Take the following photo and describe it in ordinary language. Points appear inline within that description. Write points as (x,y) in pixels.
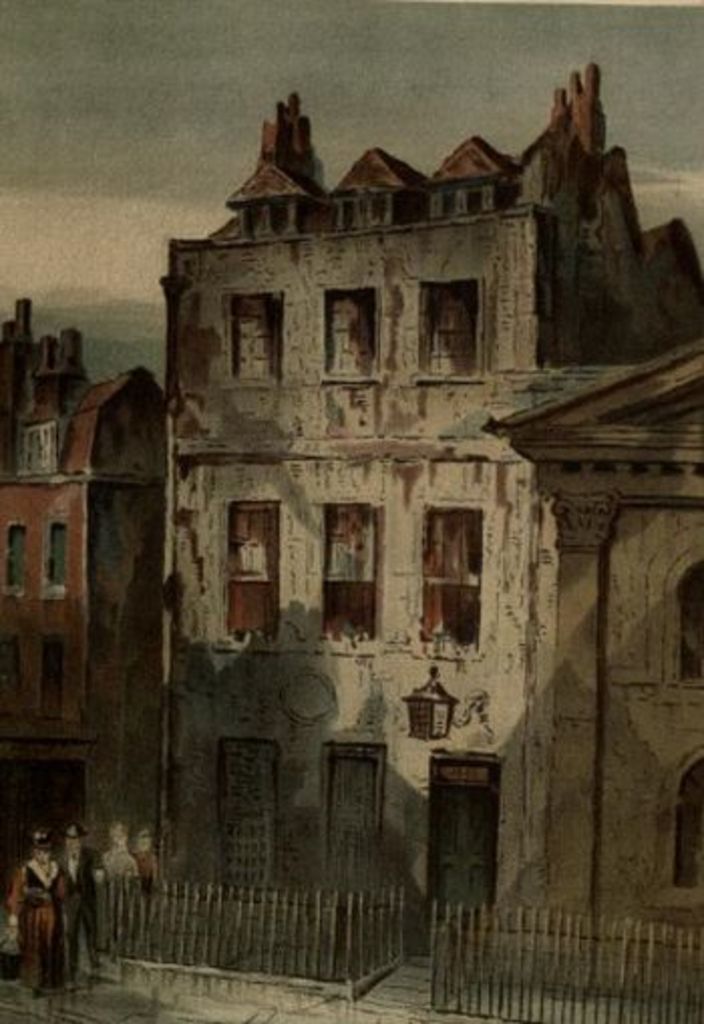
This is the painting image in the center (303,564) there are buildings (348,655). In front of the building (362,771) there is a fence (232,915) and there are persons (92,881).
